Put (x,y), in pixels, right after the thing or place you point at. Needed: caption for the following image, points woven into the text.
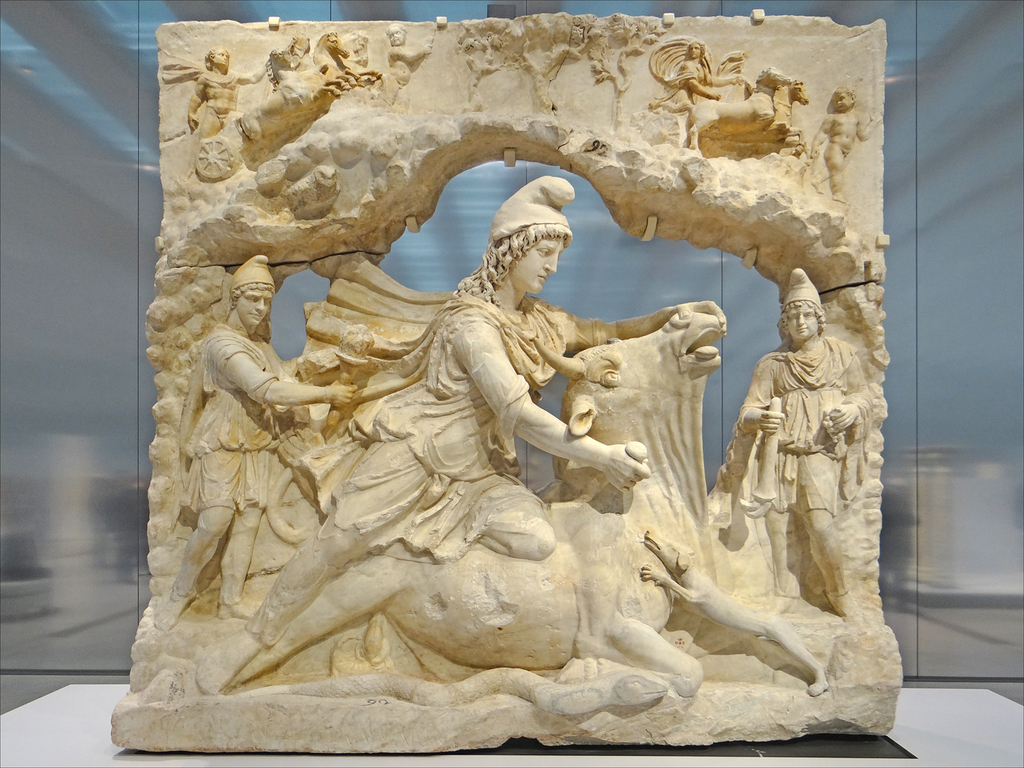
In this picture we can see a statue (488,375) on a platform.
